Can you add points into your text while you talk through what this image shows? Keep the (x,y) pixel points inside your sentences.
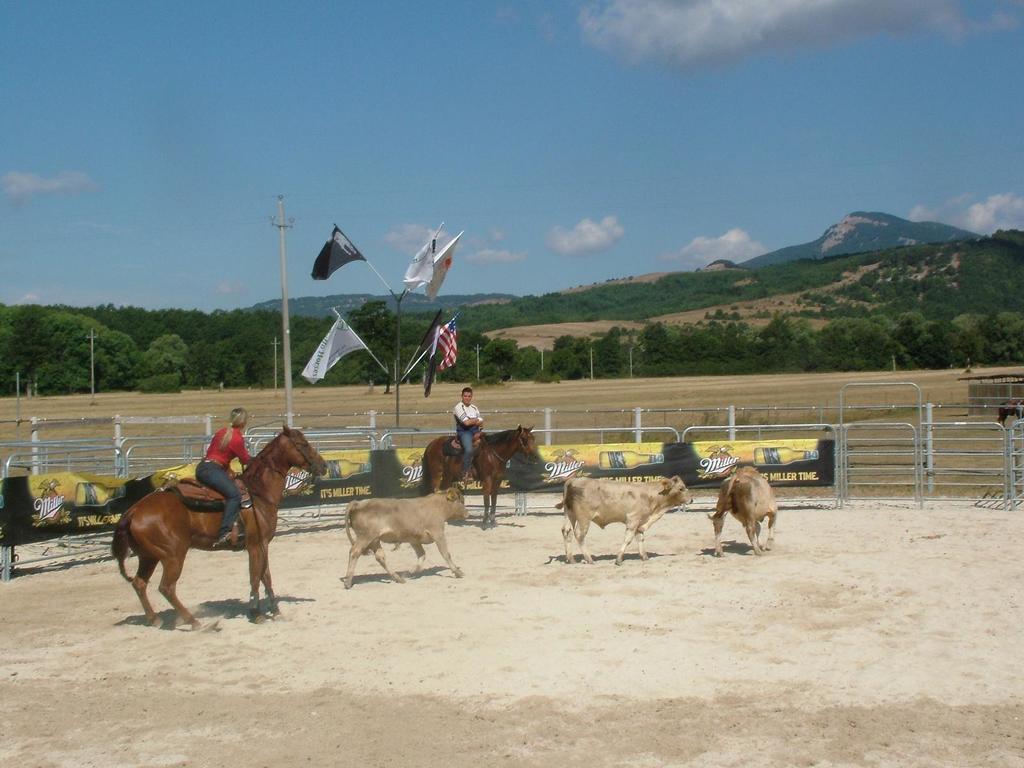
In this image we can see few animals (565,529) in the ground (564,635), two persons (224,486) are riding horses (492,452), there are banners (53,474) to the iron railing (84,459), few flags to the stand (397,338) and in the background (378,344) there are trees (750,344), mountains (567,291) and the sky (592,124) with clouds (709,31).
